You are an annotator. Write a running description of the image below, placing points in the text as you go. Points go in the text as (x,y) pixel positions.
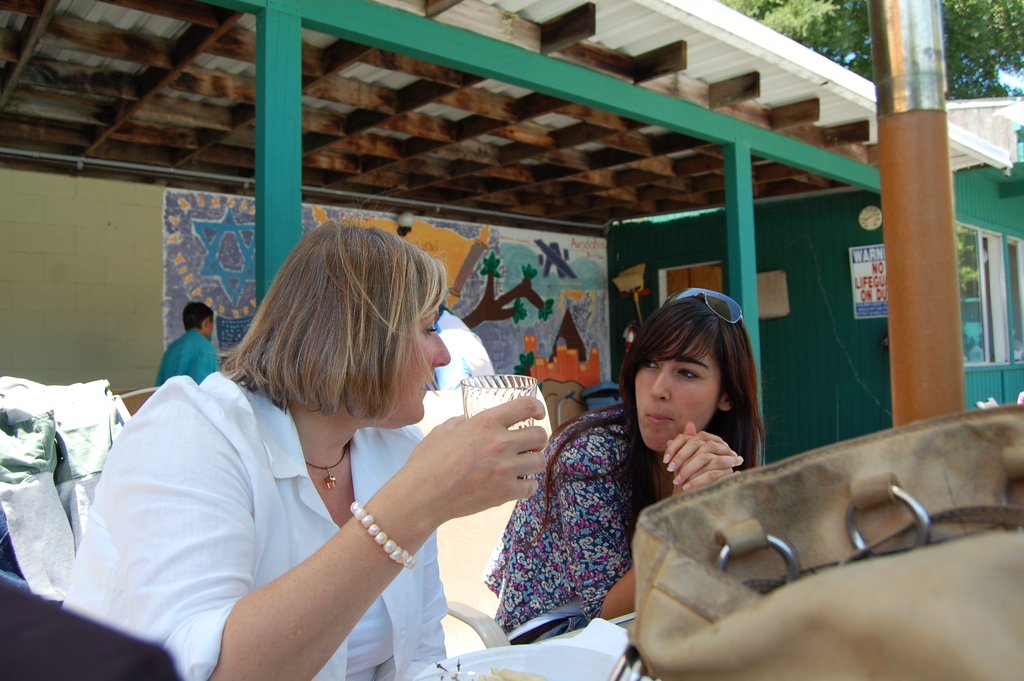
In this picture we can see some people (528,467), bag (716,488), goggles (732,319), glass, roof (466,153), poster (860,281), window (968,270), walls (885,342), pillars (910,326), some objects (106,425) and in the background (961,42) we can see leaves (811,33).
